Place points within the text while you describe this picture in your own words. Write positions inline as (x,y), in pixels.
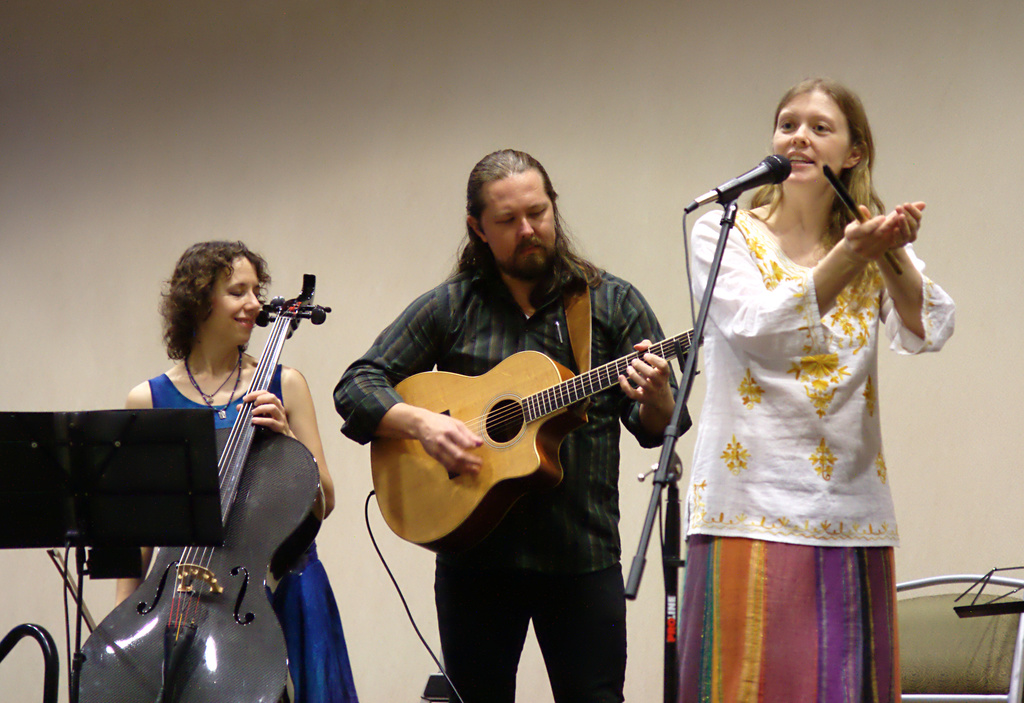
Here in the right (905,213) we can see a woman (790,123) singing a song with a microphone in front of her and beside her we can see a man (631,381) playing a guitar (377,463) and beside him we can see a woman (301,429) playing a cello (240,453).
